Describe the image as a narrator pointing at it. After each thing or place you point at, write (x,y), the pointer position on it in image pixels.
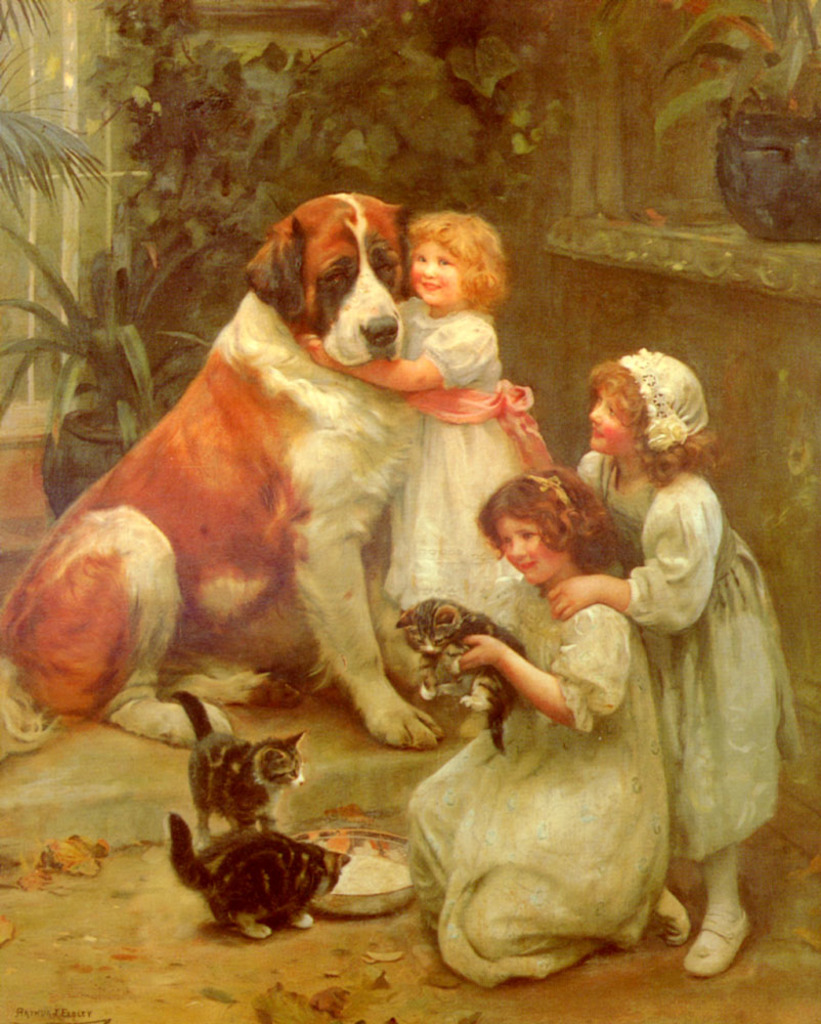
In this image I can see three persons (736,722) and I can also see few animals (235,413), they are in brown, white and black color. In front the person (554,489) is wearing white color dress (455,476), background (54,282) I can see few plants (707,3) in green color and I can also see the glass door (62,97).
